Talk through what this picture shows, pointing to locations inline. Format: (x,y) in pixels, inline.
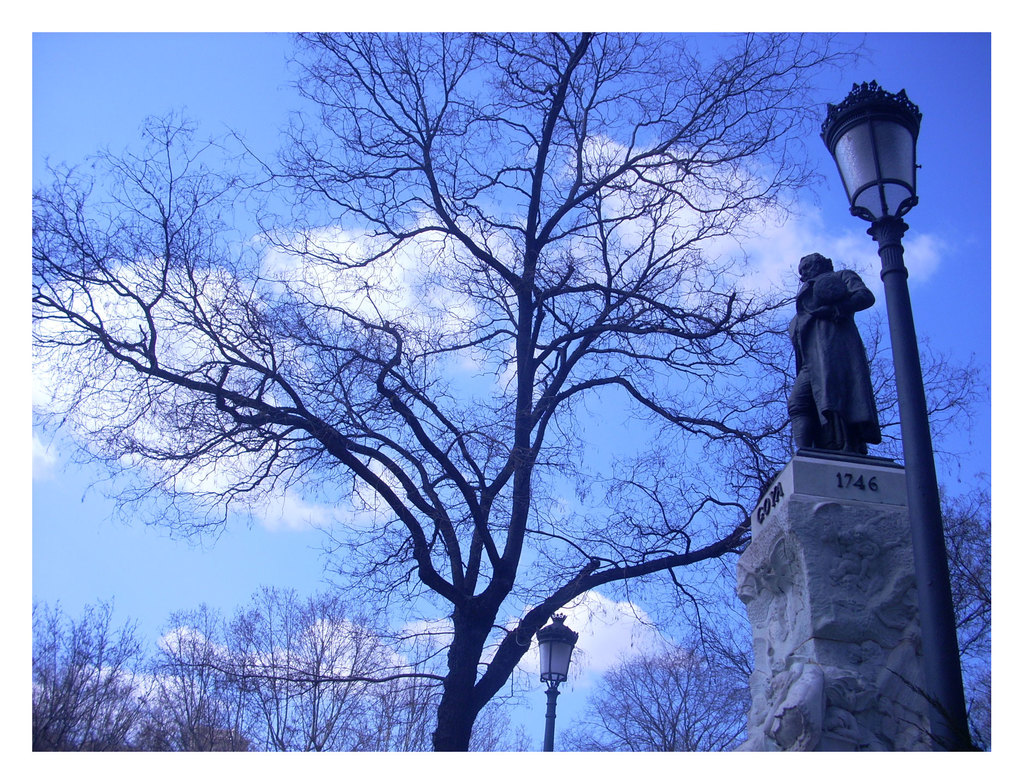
In this image, there are a few trees (592,493). We can see some poles (929,559) with lights (562,675). We can also see a statue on a pillar (840,510) with some text (773,494). We can see the sky (481,246) with clouds (568,240).
